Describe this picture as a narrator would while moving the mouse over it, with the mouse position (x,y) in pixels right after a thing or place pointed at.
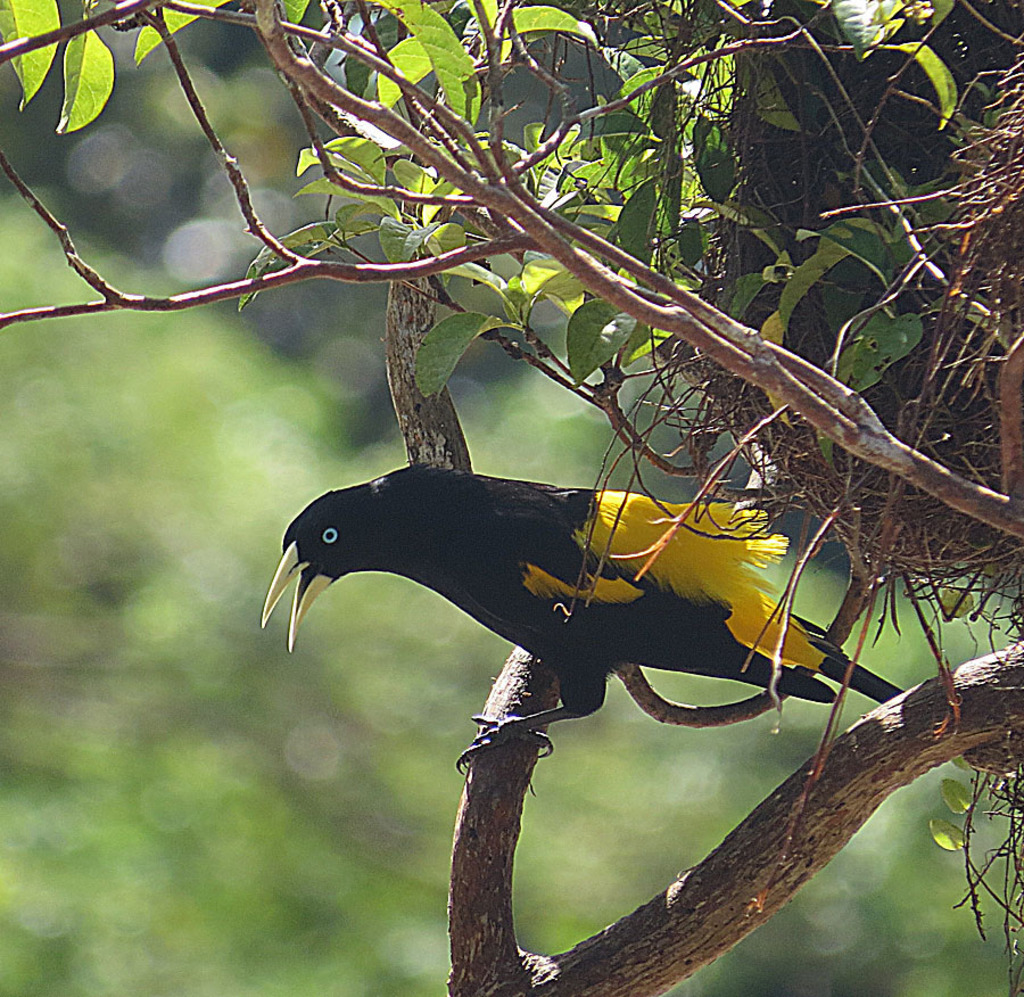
In this image we can see a bird (675,553) on the tree (500,202), also there is a nest (877,528) on it, and the background (93,978) is blurred.
